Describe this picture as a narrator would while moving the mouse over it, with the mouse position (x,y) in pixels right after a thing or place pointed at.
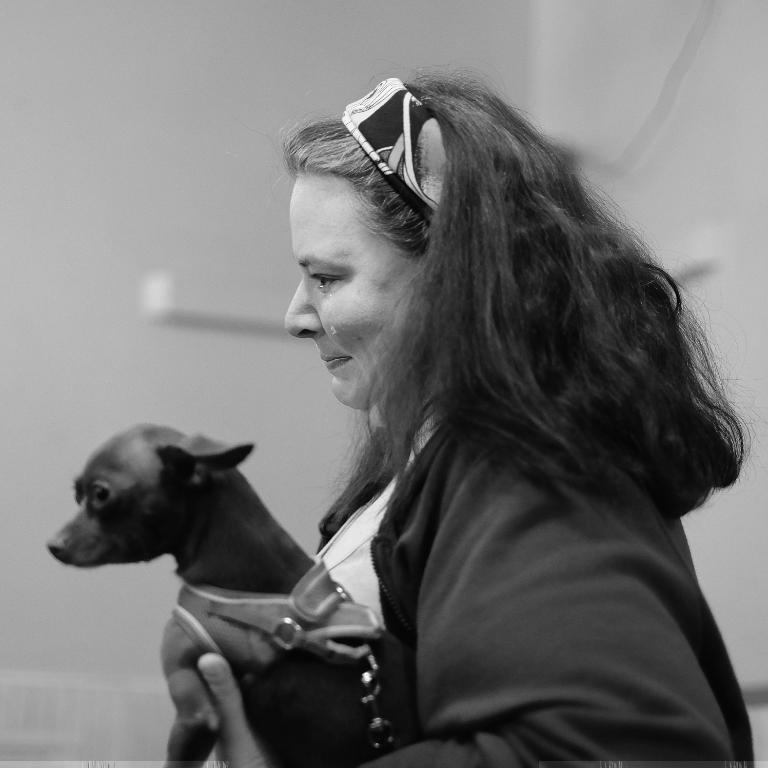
In the center (386,452) we can see one person (372,501) holding dog (286,571). And she is crying which we can see on her face (327,240).
